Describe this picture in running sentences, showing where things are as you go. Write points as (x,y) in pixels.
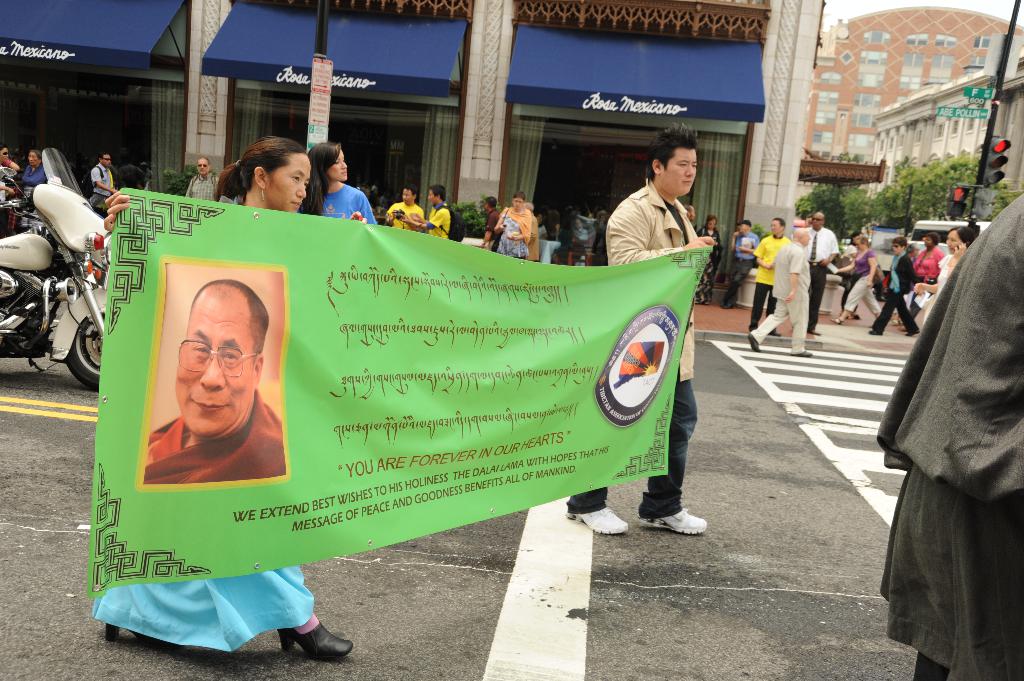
The picture is taken outside a city (636,171) on the streets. In the foreground of the picture (47,250) there are people (678,208), road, a banner (390,308) and a motorbike (73,215). In the background (866,78) towards right (910,176) there are buildings (903,79), trees (943,211), signals (961,208), people (952,257) and a vehicle (935,228). Towards left (158,186) there is a building (312,41).
